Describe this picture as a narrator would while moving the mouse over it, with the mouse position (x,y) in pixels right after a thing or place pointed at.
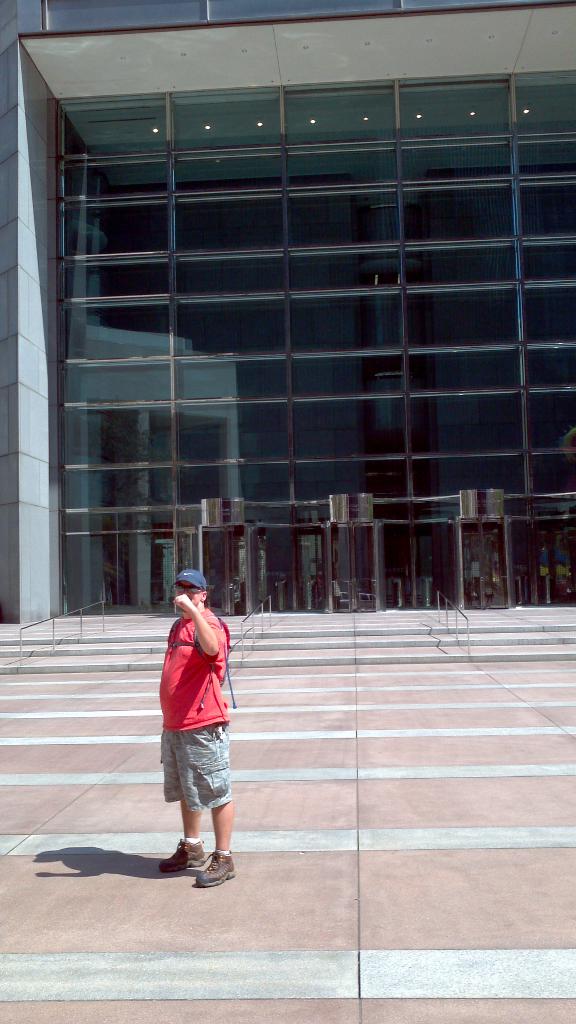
In this picture there is a man (169,695) standing and wore cap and goggles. In the background of the image (183,511) we can see railings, steps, building (429,573) and lights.
